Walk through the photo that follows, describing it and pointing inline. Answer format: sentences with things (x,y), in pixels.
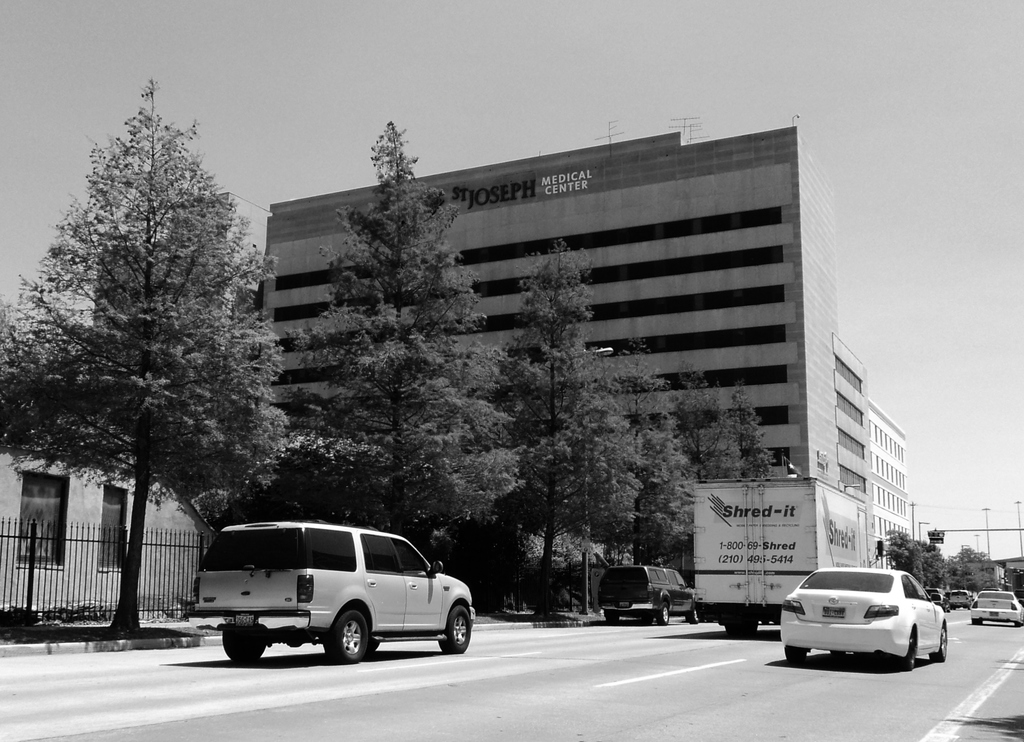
In the foreground of this image (760,528), there are vehicles (791,640) moving on the road (724,716). In the background (428,350), there are trees (241,497), railing (167,560), few buildings (754,368), poles (970,531) and at the top (543,41), there is the sky (506,45).
